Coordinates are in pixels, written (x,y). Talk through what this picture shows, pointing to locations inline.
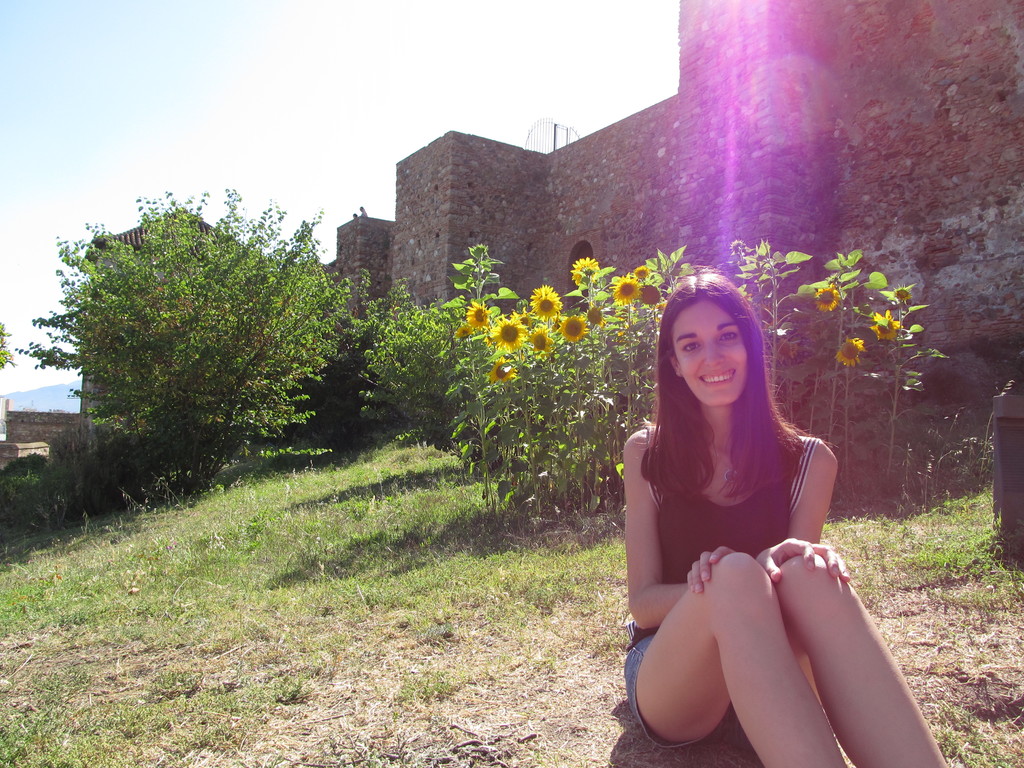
In this image in front (671,690) there is a person (673,499) sitting on the grass (571,594) and she is smiling. Behind her there are plants (539,368), trees (443,408). In the background of the image (457,196) there are buildings (464,169) and sky (283,87).
